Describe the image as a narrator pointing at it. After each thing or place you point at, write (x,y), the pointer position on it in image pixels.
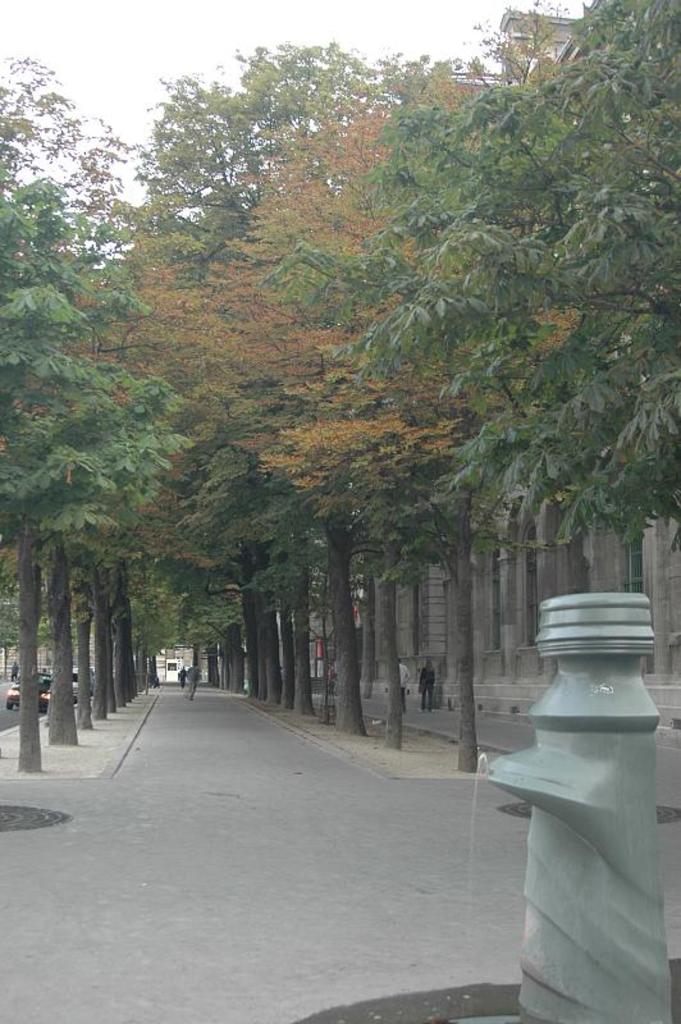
In the picture I can see the trees (373,413). There are cars (40,675) on the road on the left side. I can see a few people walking on the road (176,687). It is looking like a fountain construction (597,685) on the bottom right side of the picture (560,767). I can see the building (667,721) on the right side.
